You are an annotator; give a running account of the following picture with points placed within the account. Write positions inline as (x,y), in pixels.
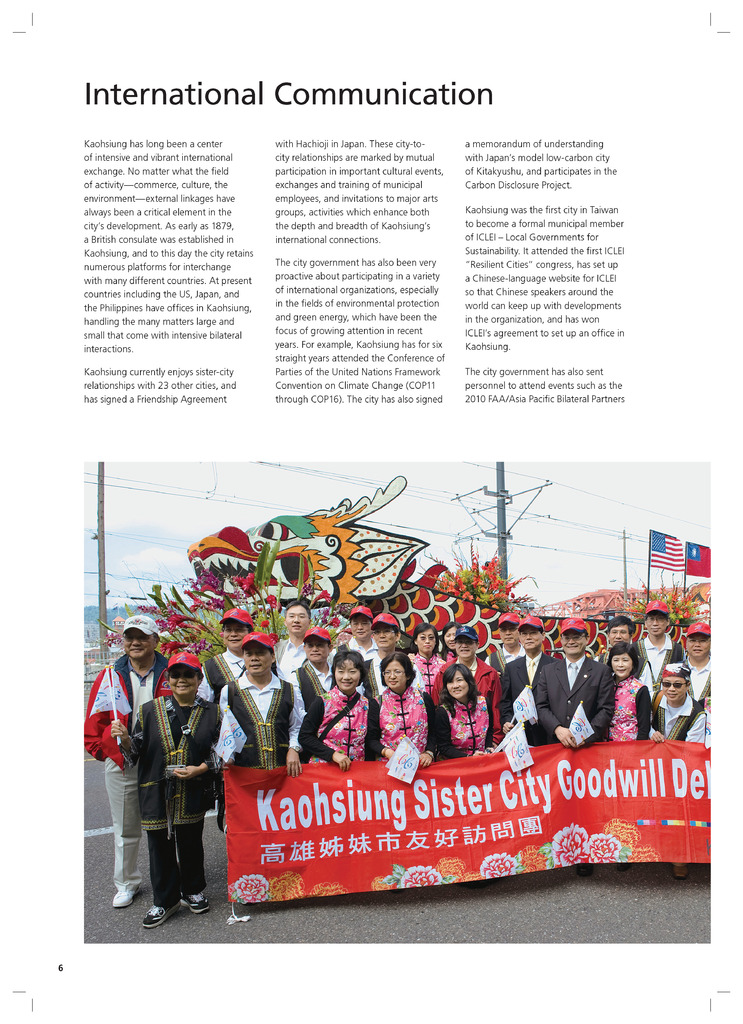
In this image we can see some text (351,291) and a picture (474,867). On the picture (448,670), we can see people (143,743), banner (401,801), poles (504,549), flag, wires (573,520) and the sky (527,541).
